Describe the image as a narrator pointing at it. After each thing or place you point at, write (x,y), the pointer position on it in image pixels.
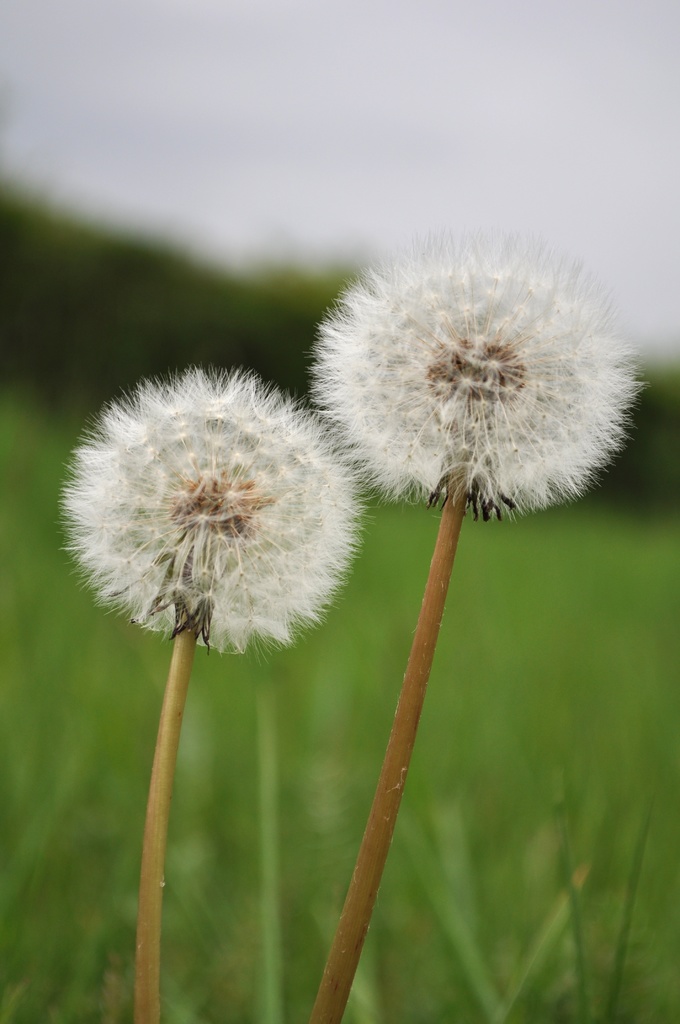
In this picture we can observe two white color flowers (430,427). We can observe some grass (285,834) on the ground (493,869). In the background (76,312) there are trees (339,284) and a sky (303,137).
